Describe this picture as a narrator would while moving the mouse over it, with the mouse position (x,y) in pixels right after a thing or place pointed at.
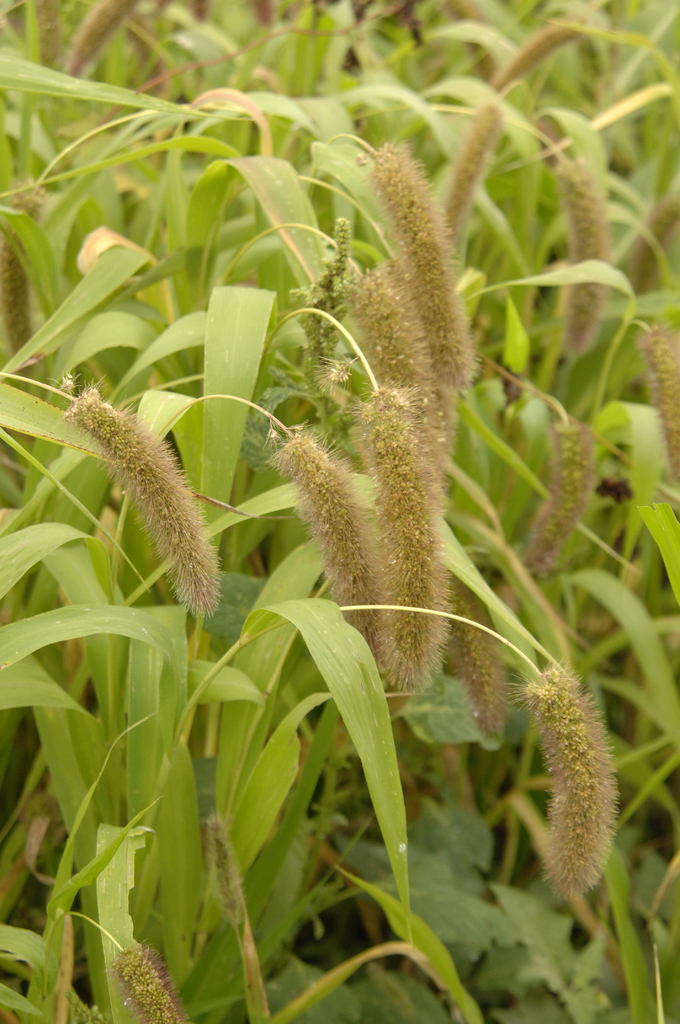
In this image we can see crops (277,572).
